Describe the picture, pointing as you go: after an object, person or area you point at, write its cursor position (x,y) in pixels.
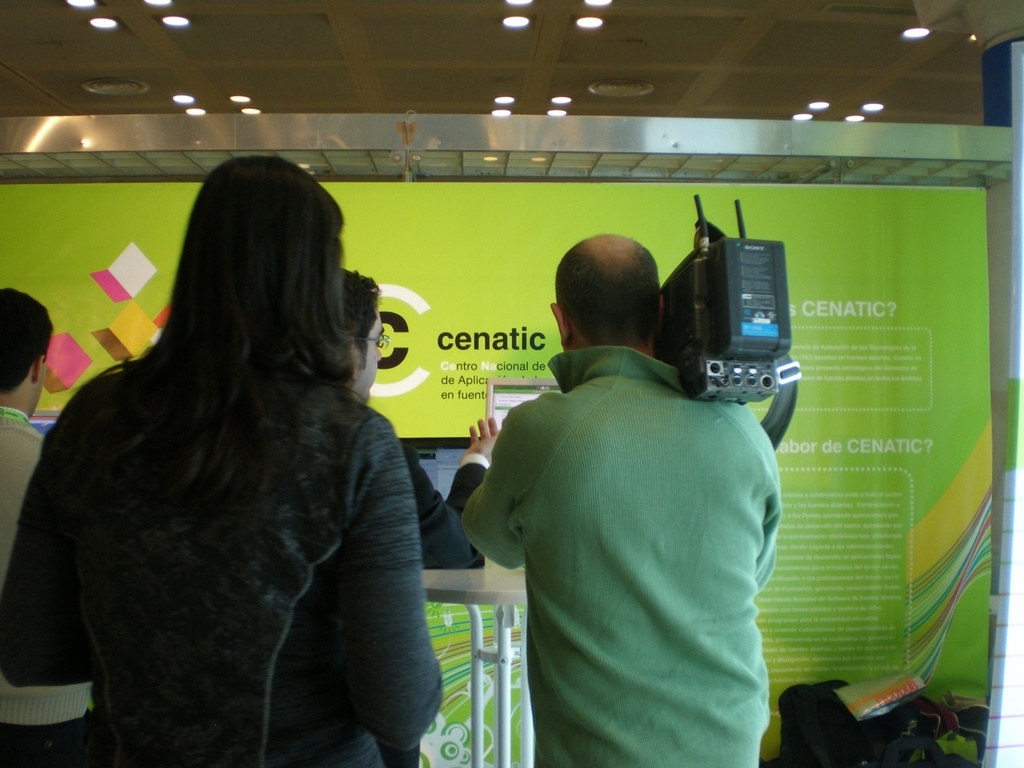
In this image I can see people (217,611) standing. A person (653,579) on the right (687,352) is holding a camera (687,387). There are screens (491,406) on a table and there is a banner (959,355) at the back (918,194). There is ceiling (849,113) at the top (726,80).
